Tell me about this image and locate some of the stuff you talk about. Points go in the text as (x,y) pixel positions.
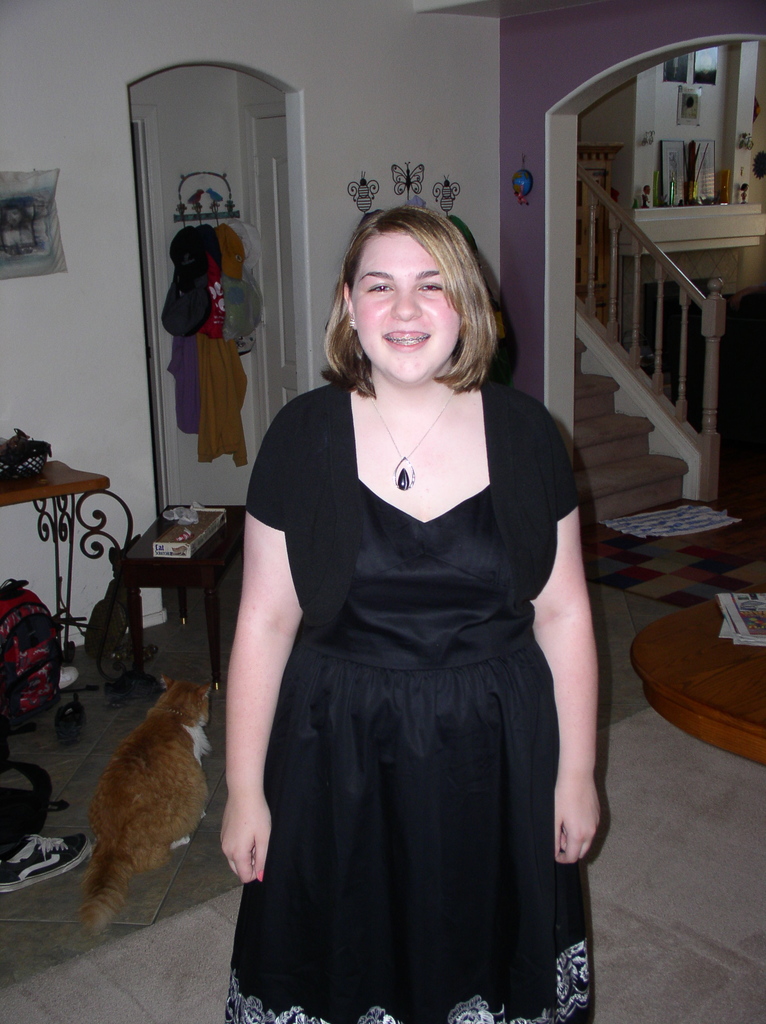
This is the picture of a lady (400,566) wearing a black color gown (442,587) and has short hair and behind her there is a cat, a desk (98,551) on which some things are placed, staircase (660,264) and some things (236,251) placed.
